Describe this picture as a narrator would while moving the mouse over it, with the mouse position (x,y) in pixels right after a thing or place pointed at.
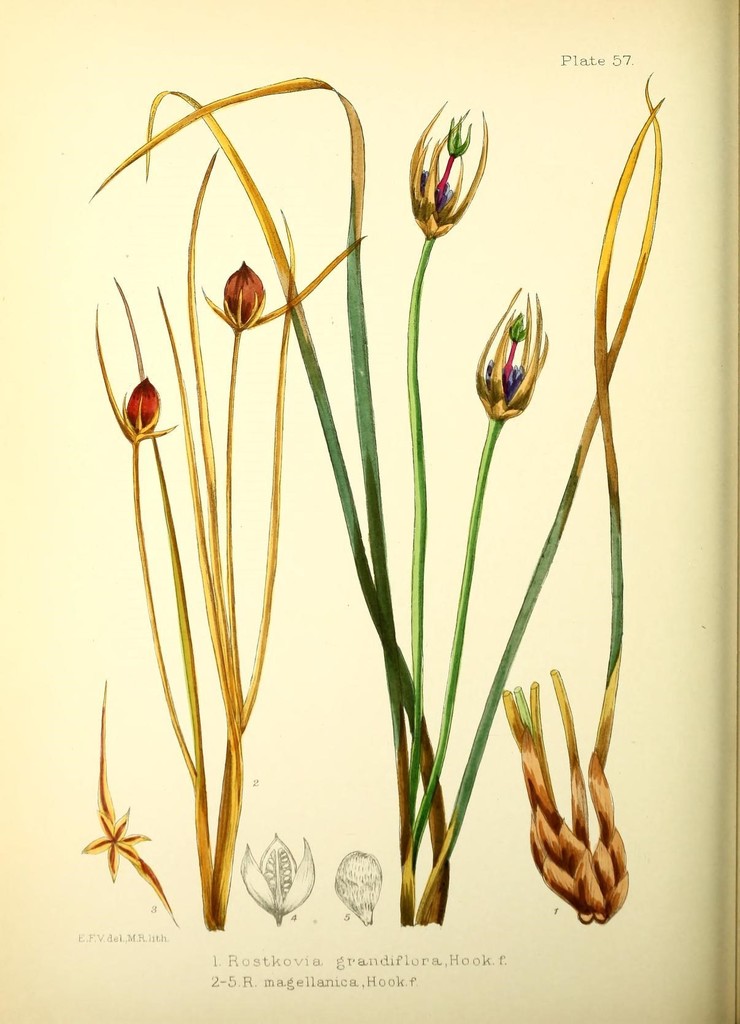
In this image we can see the sketch (318,225) of the poster (350,504). And there are plants (380,486) with flowers (468,212) and buds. At the bottom (294,893) there are parts of plants (307,888) and text (401,975) written on the poster (519,666).
